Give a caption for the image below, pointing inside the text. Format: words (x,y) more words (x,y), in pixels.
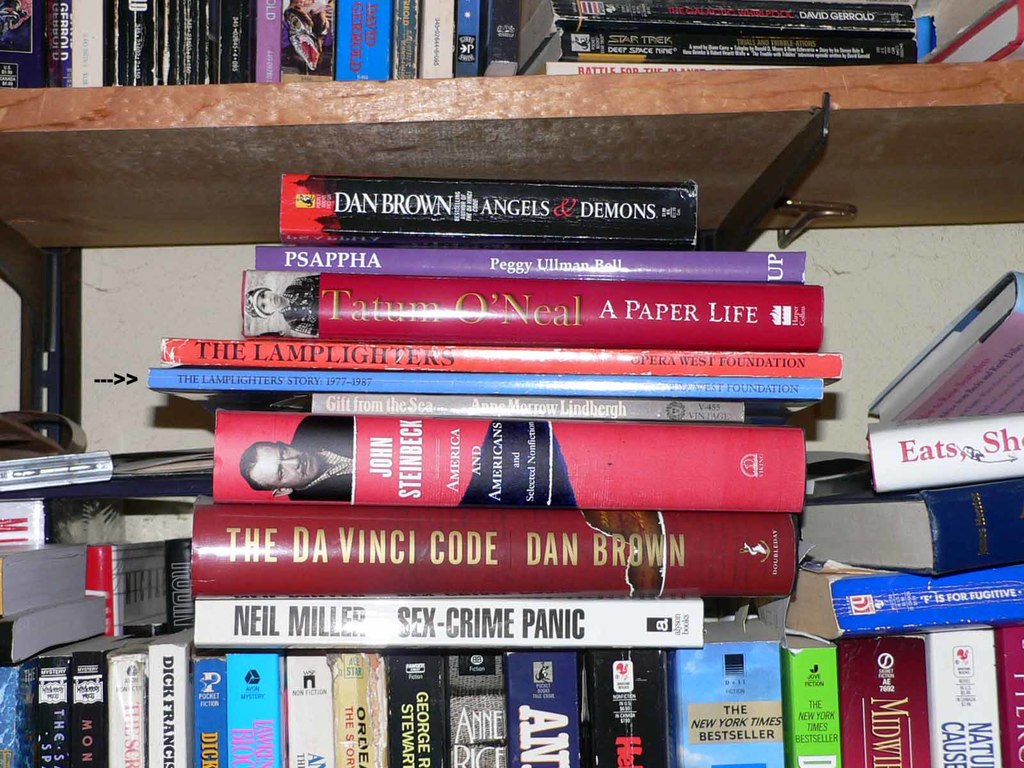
In this picture I can see bunch of books (467,365) in the shelves (169,99).
